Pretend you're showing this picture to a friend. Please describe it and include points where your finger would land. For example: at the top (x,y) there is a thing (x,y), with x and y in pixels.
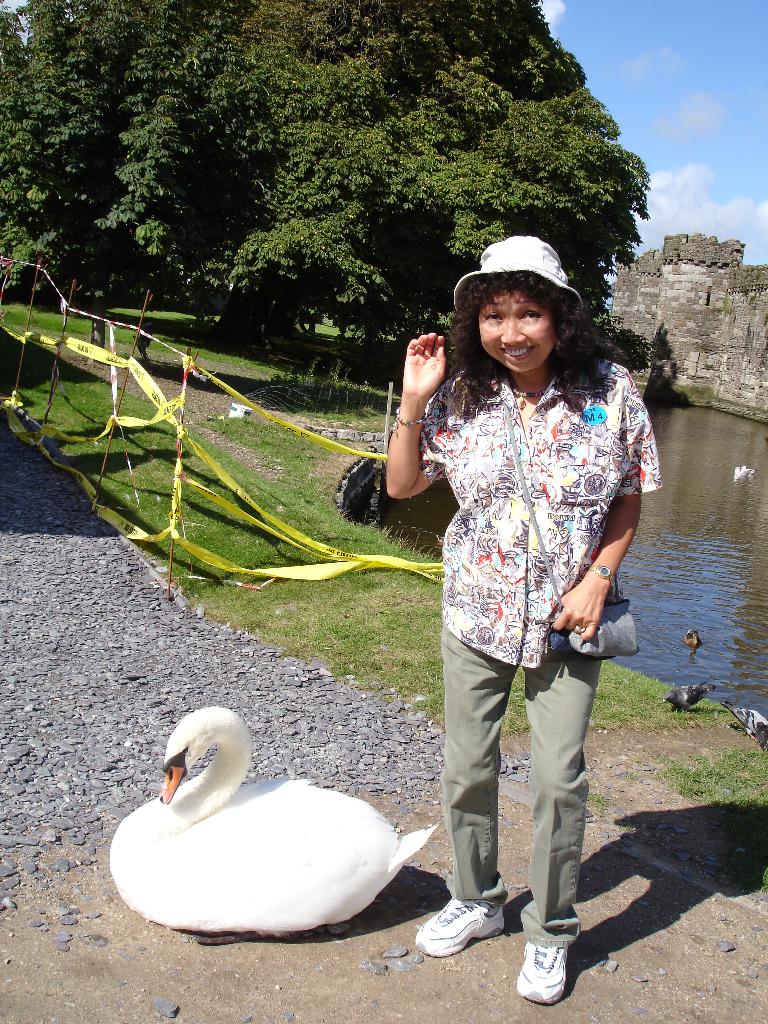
In this image we can see a swan (406,850) on the ground (271,939). We can also see a woman (563,524) standing beside it. On the backside (76,553) we can see the concrete floor (143,678), a fence (156,406) tied with some ribbons (145,537), grass (151,511), a water body (735,605), a group of trees (281,171), a building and the sky (678,138) which looks cloudy.
